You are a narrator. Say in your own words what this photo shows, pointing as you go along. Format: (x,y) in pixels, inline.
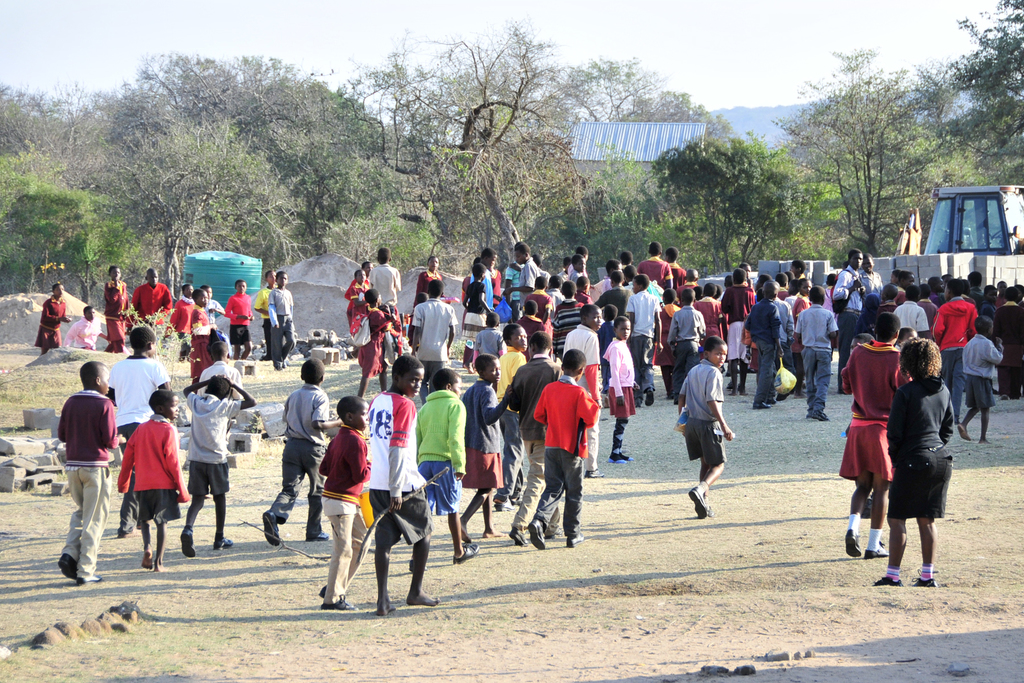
In this picture we can see so many people (341,578) are in the ground (807,407), around we can see shed (637,128), trees (638,181).
